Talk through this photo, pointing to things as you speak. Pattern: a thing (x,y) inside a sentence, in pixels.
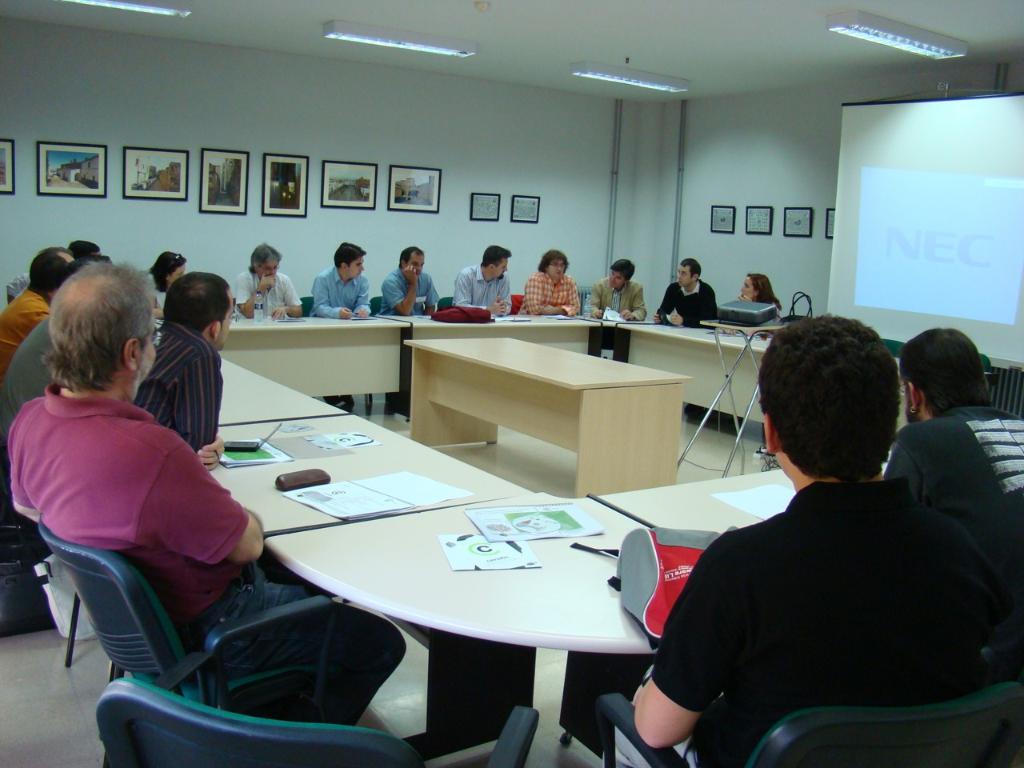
In the picture we can see a set of people (770,443) sitting on the chairs (112,756) near the tables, in the background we can see a wall (824,223) with photo frames (810,227) and lights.
